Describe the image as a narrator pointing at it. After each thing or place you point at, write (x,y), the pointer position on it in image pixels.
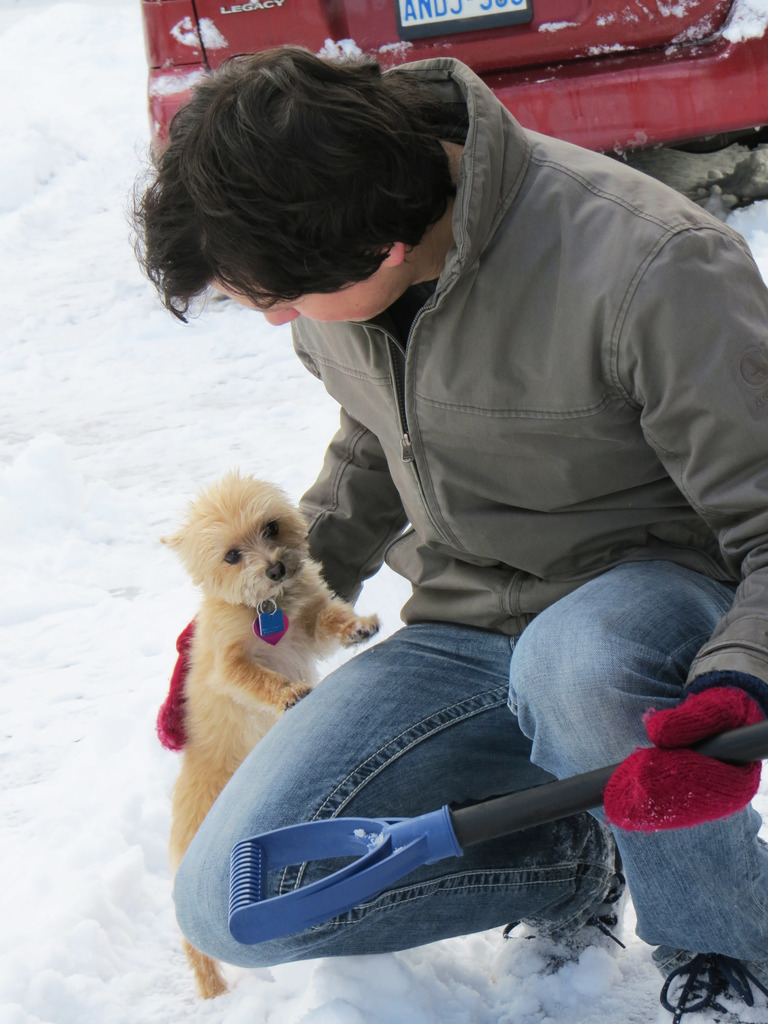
Here in this picture we can see a man (419,272) with his puppy (274,560) present on the ground (28,420), which is fully covered with snow (112,645) and we can see he is wearing a jacket (491,341), gloves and holding a shovel (308,833) in his hand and behind him we can see a car (297,1) present.
